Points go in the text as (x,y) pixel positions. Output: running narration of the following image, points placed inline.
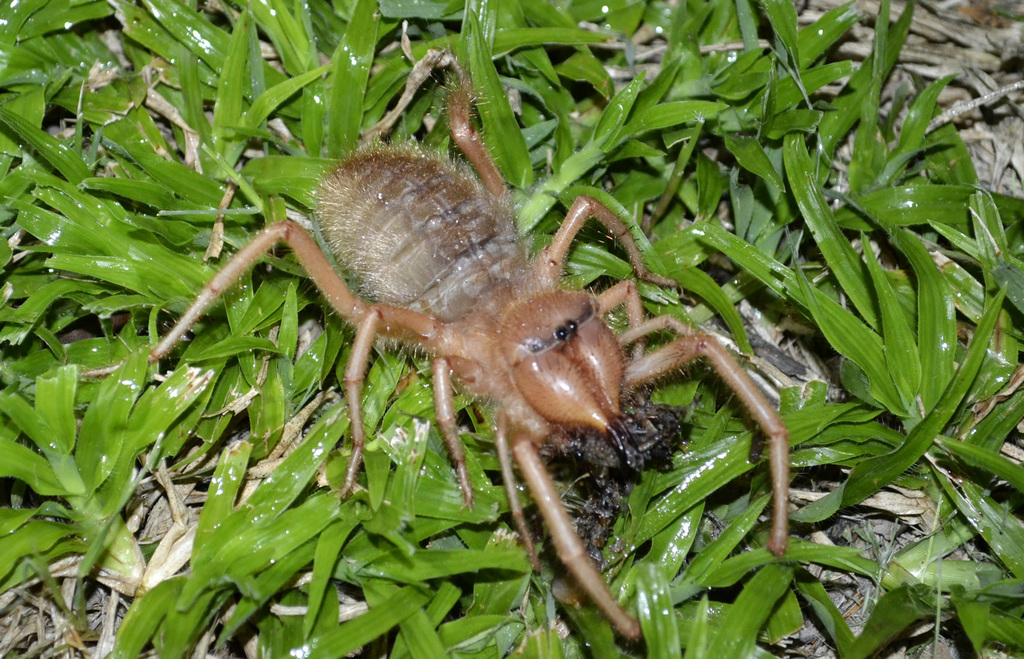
In the center of this picture (393,299) we can see an insect (378,311) which seems to be the spider (403,207) and we can see the green leaves (696,466) and some other items (646,450).
